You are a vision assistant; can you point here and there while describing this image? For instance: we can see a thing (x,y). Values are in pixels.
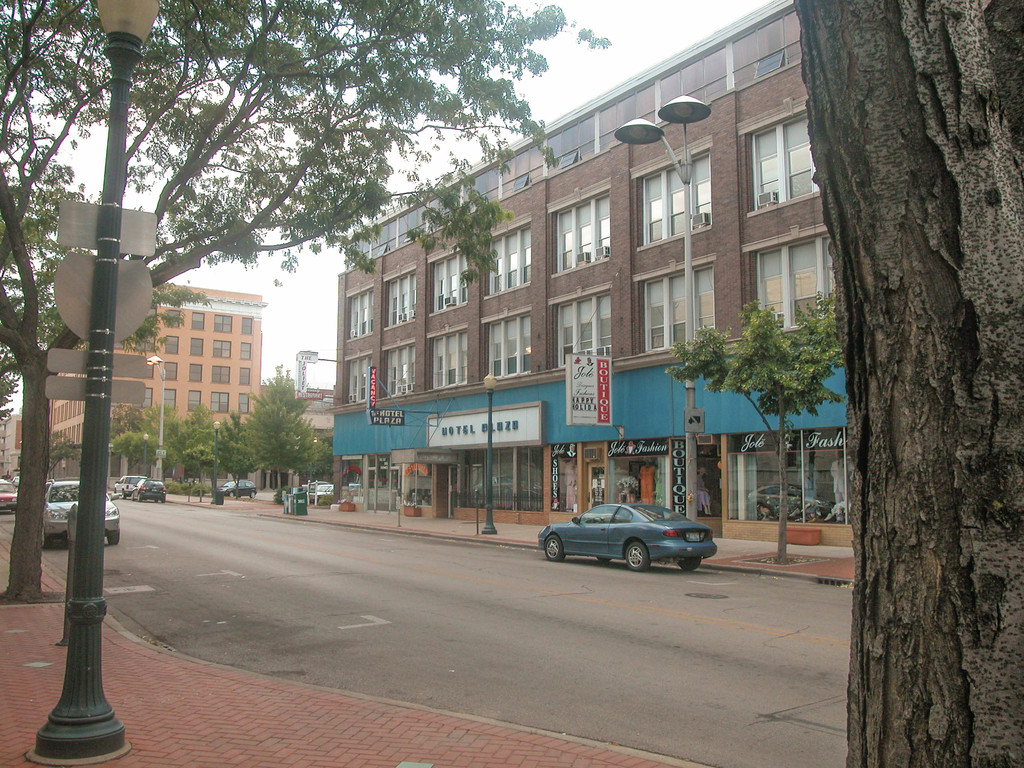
In this image I can see there are cars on the road (398,686). And there is a sidewalk (53,619). On the sidewalk (41,629) there are light poles (139,30). And at the right side (756,228) there are buildings (553,354) and a sign board (310,395). And at the top (641,28) there is a sky (641,28).
